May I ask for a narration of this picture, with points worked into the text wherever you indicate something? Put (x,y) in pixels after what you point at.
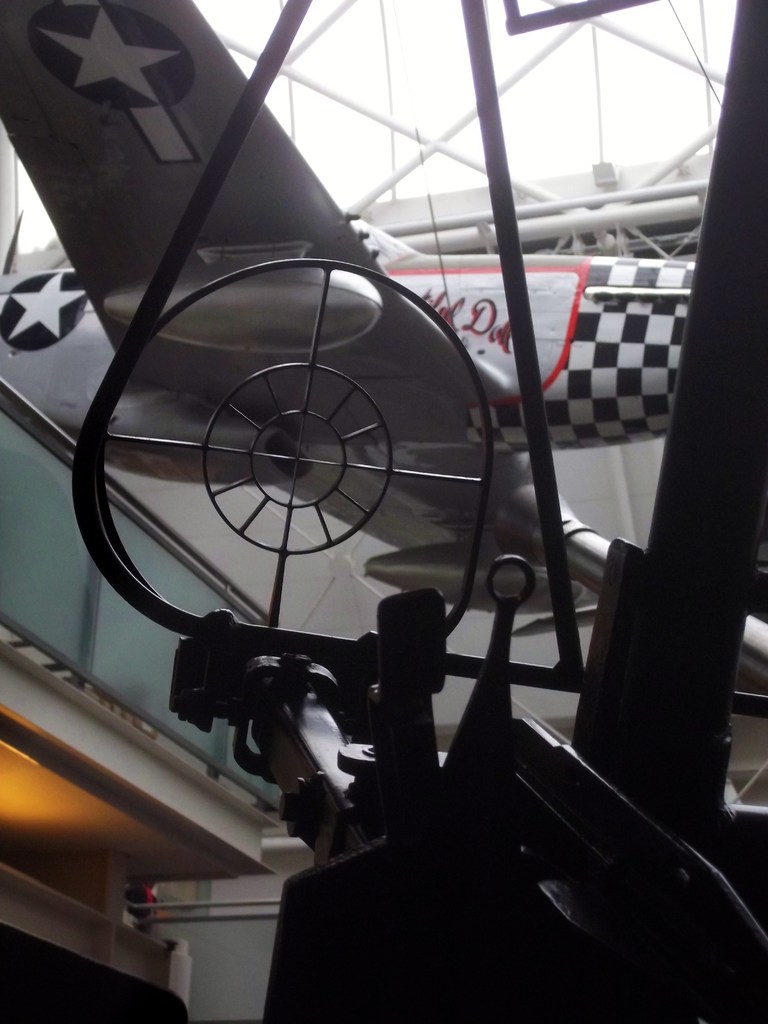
In this image, I can see an artificial aircraft (480,277). This looks like an object (573,826), which is black in color. I think these are the iron poles (666,215). This looks like a wall (152,670).
